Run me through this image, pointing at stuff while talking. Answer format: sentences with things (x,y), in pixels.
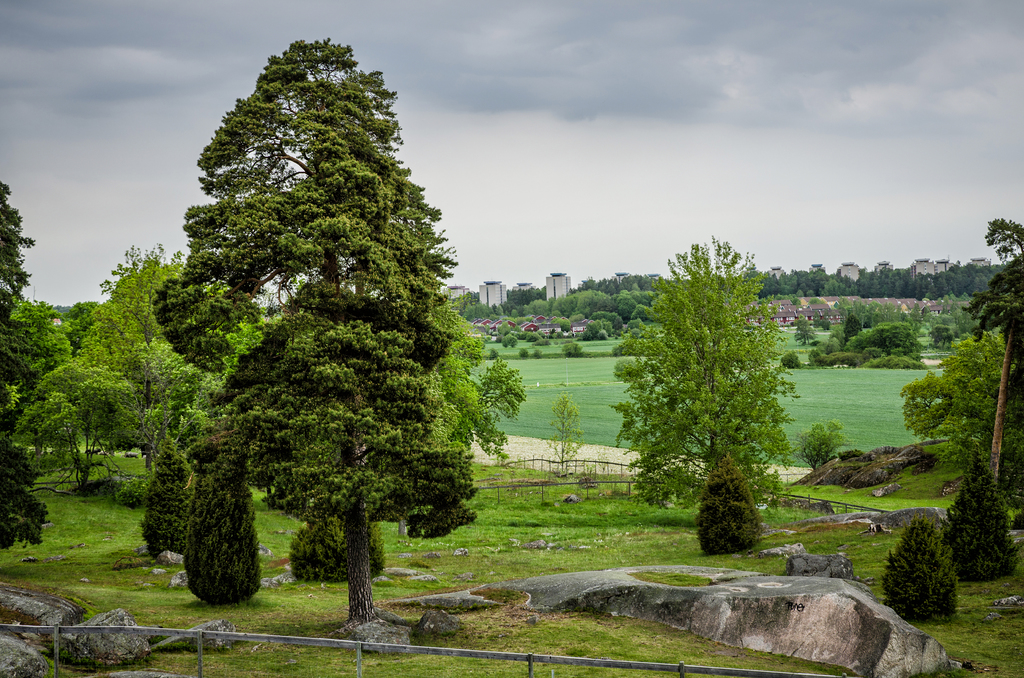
In this picture we can see a beautiful view of the garden (297,537), in front (415,483) we can see a huge tree (353,599) and some rocks (687,594) on the ground (601,500). In the background (557,417) you can see a green lawn (575,366) and some buildings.
